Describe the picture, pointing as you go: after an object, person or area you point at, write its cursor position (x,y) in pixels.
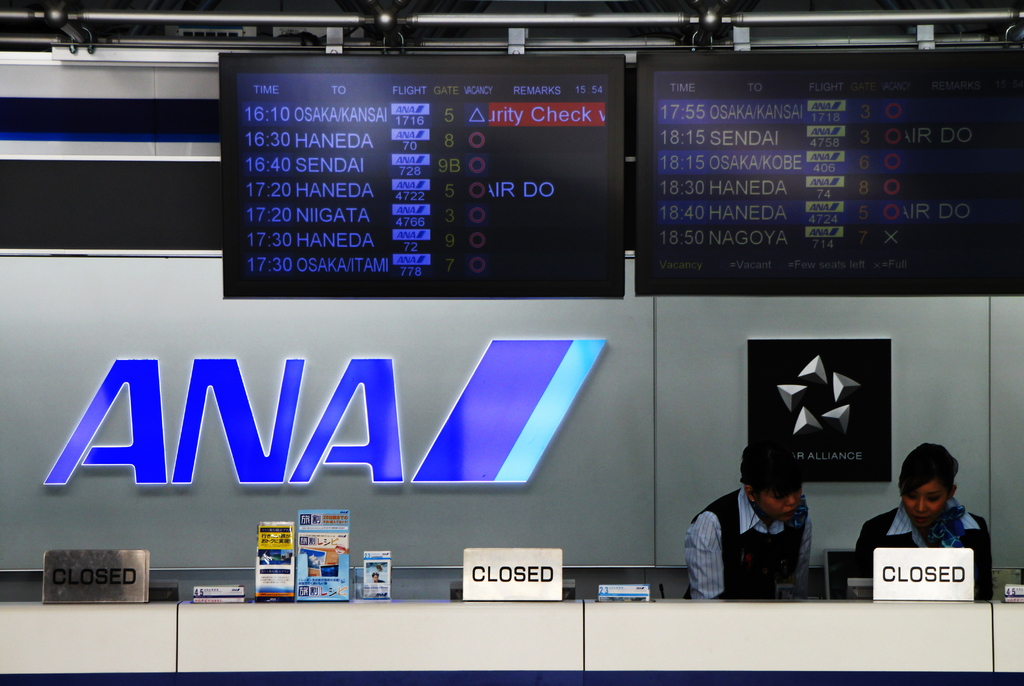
Here in this picture we can see two persons (778,510) present over there and in front of them we can see a table (584,604) present and we can see a system (843,550) present over there and we can see some closed boards (891,564) present on the table (108,606) and we can also see other boards (291,556) present all over there and behind them we can see the logo (74,456) present on the wall (595,326) over there and at the top (238,226) we can see two monitors (395,265) present over there.
